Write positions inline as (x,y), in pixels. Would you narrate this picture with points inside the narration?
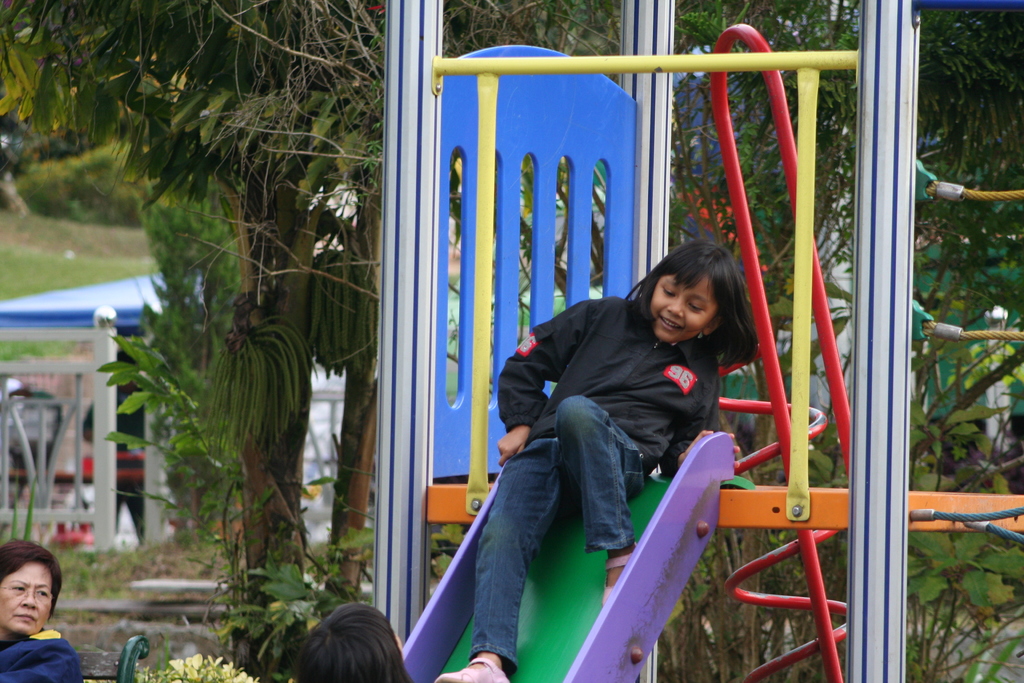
In the image we can see there is a girl (631,403) sitting on the slide (539,553) and there is a woman (58,651) sitting on the bench (119,664). Behind there are trees (223,242) and there is a tent (100,306).
